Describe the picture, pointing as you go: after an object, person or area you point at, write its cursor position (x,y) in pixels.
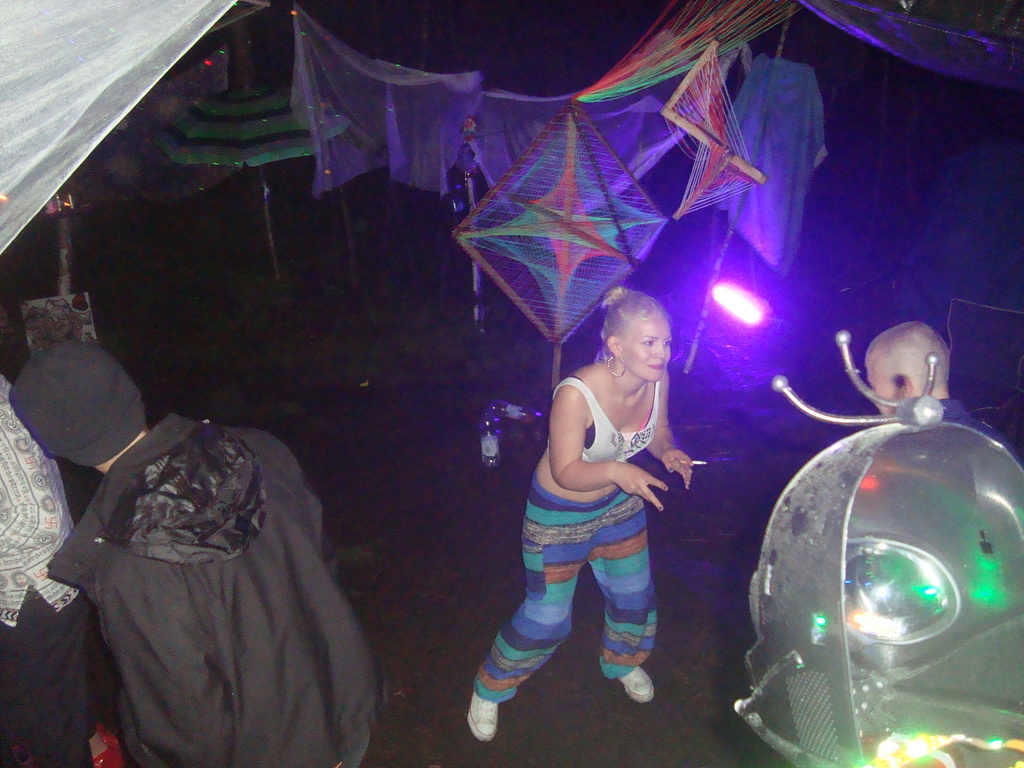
In this image there is a girl (576,539) standing on the floor (454,735) by holding the cigarette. On the left side (111,551) there is a person (216,618) who is wearing the black jacket (195,594) and black cap (115,418). In the background (231,108) there is an umbrella (252,142) on the top left (252,126), Beside the umbrella (277,120) there are curtains (446,180) and some fractal arts (573,192). On the right side (814,545) there is a robot (915,533).
